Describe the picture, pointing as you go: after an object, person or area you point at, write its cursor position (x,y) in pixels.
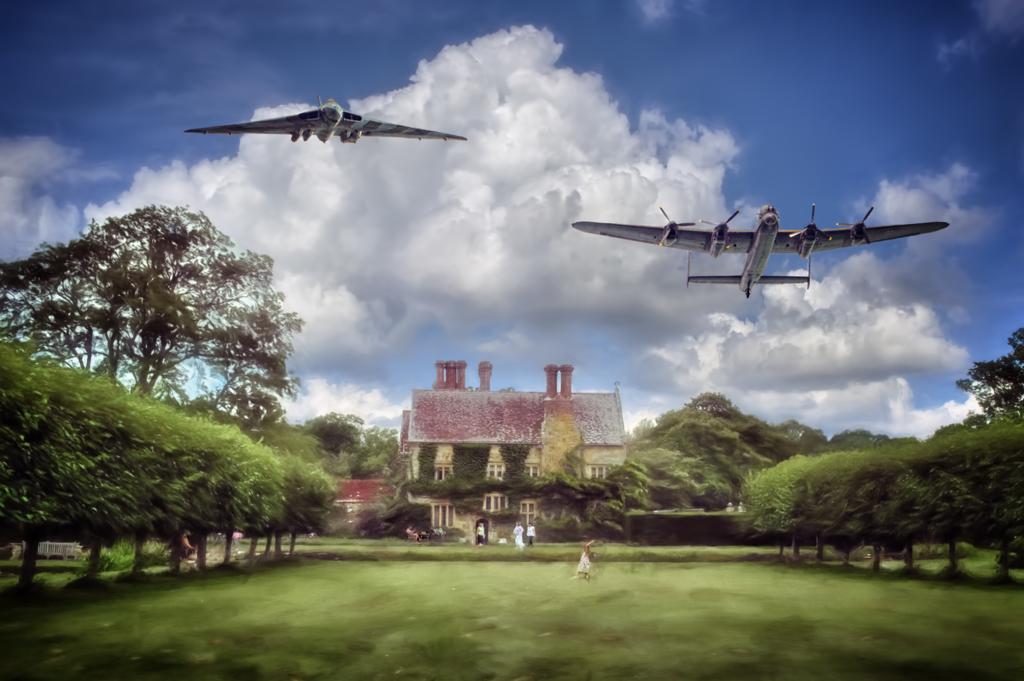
In the center of the image (472,421) there is a house (488,488). At the bottom (392,526) we can see people (527,542) and there are trees (138,549). We can see aeroplanes (334,133) flying in the sky (555,240). In the background (683,112) there is sky (459,64).
